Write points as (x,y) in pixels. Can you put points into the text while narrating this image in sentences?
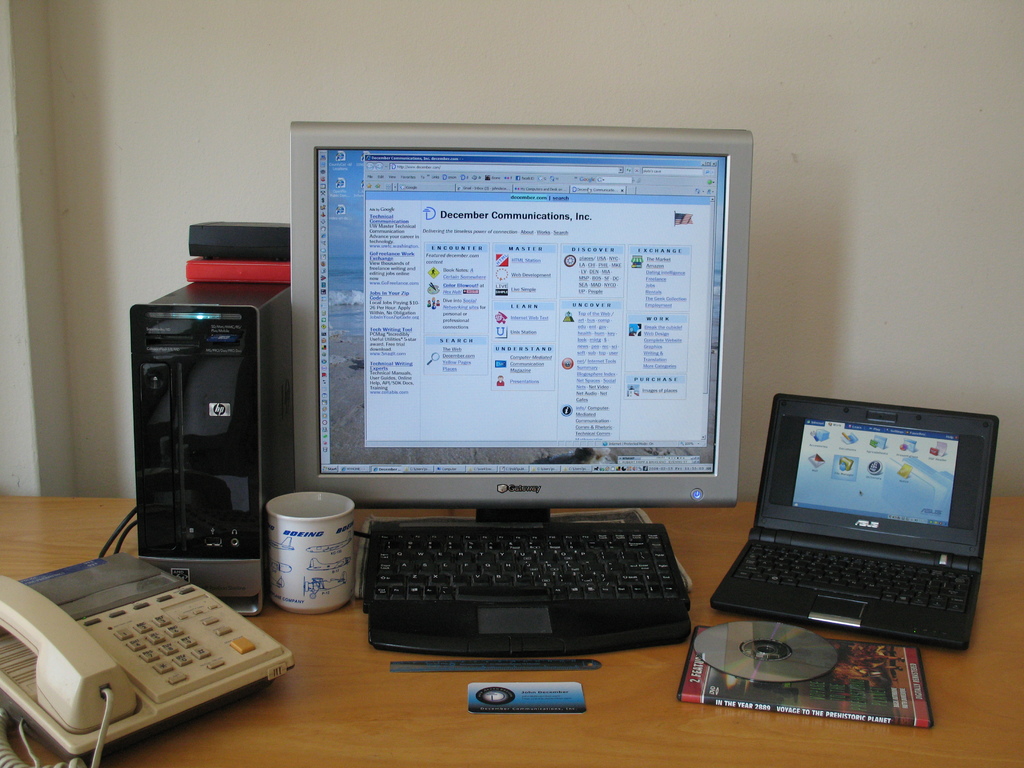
In this picture there is a computer (506,438), keyboard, laptop (849,483), CD (782,668), book (735,685), telephone (157,670), cup (320,545), card (564,696) and an object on the table (328,711).
